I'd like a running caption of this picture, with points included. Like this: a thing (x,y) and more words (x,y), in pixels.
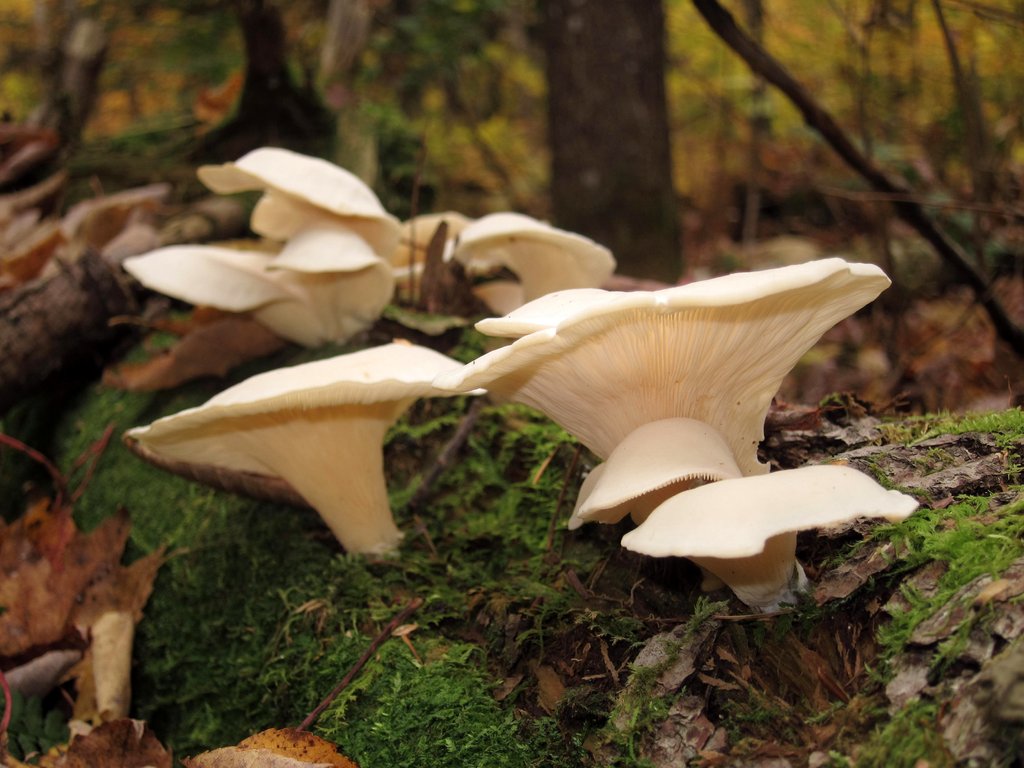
In this image I can see mushroom (569,353). They are in cream color. We can see grass (426,643) and trees (569,159).
